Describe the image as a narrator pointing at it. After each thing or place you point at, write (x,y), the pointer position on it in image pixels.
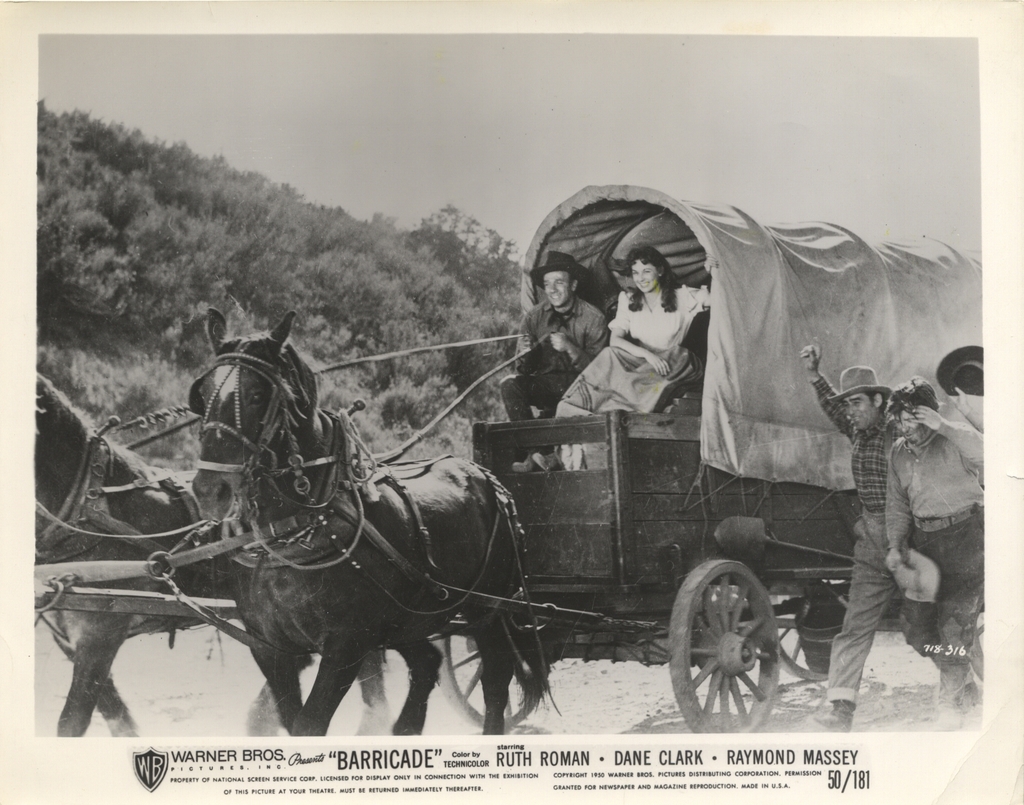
The picture consists of horse (389,570) and horse cart (724,585) with a man (555,350) and woman (638,341) sat in it. There are other man (873,488) walking beside the cart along with it, in the background (334,275) there is mountain (270,265) with trees (177,271).
